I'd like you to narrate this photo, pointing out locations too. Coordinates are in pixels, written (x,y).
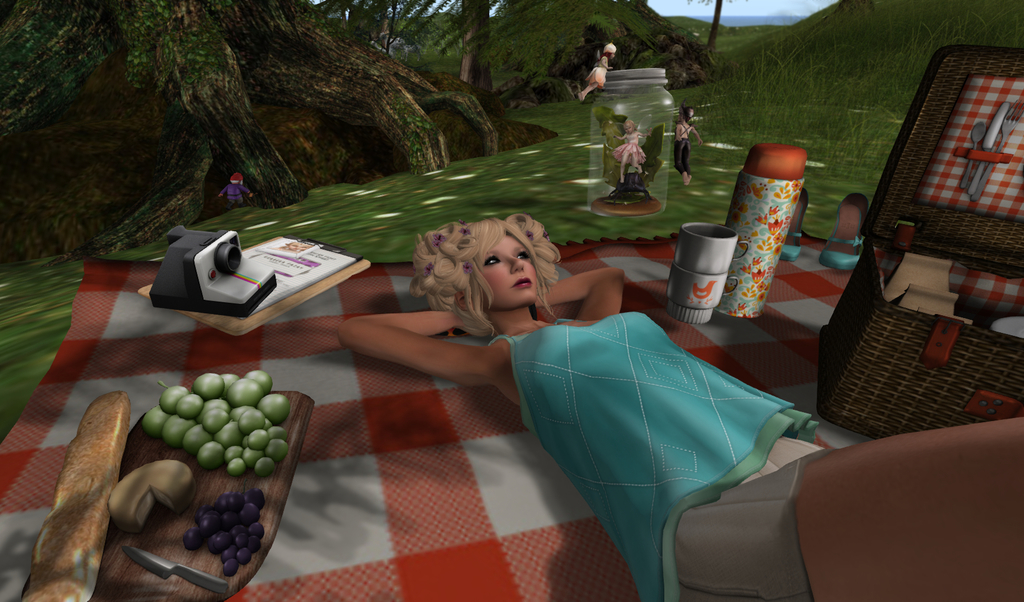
This is an animated image. I can see a camera (189,296), book (294,284) to a clipboard (262,307), food items (228,494), knife (158,572), chopping board (279,504), cups (709,269), flask (774,234), footwear (840,236), a basket (909,361) with objects (968,283) and a woman (647,456) lying on a cloth (394,469). In the background (382,150) there are trees (664,31), hills (817,12), grass (811,37), a doll (630,150) in a jar (656,195), three persons (600,83) and I can see the sky (784,8).
